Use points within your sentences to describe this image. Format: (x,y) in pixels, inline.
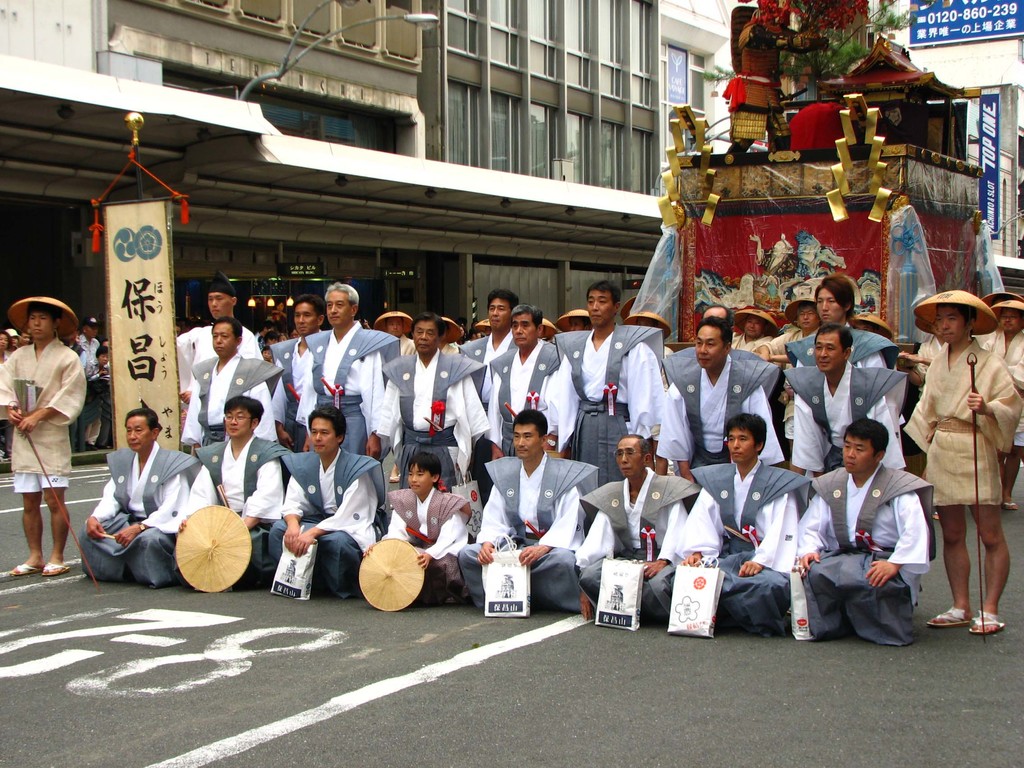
There are few persons (128,523) in squat position on the road (409,607) and behind them there are few persons (480,386) standing on the road (870,655) and all of them are in the same uniform (629,361) and to either side and behind them there are few persons (58,447) standing on the road (786,643) by holding sticks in their hands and they have a cap like structure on their heads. In the background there are few persons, buildings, windows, doors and a person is standing on an object (822,212), tree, hoardings (680,78) and other objects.
